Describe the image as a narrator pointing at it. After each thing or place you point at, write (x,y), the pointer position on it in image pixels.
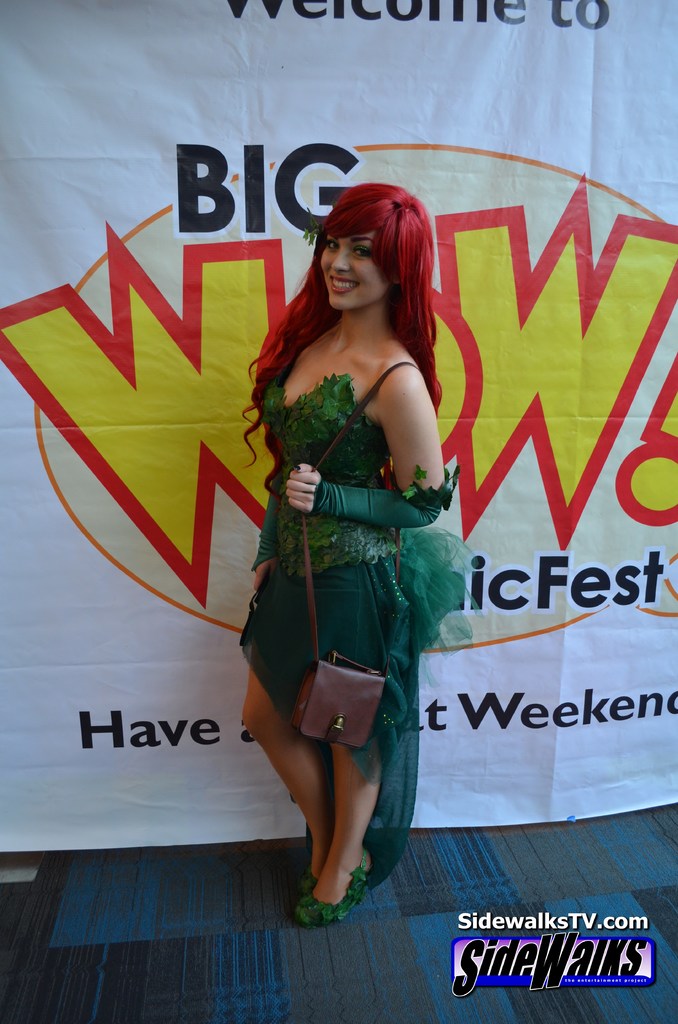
A lady (357,515) wearing a green dress (370,548) is holding a bag (343,704) and standing and smiling. Behind her there is a banner (173,562).
